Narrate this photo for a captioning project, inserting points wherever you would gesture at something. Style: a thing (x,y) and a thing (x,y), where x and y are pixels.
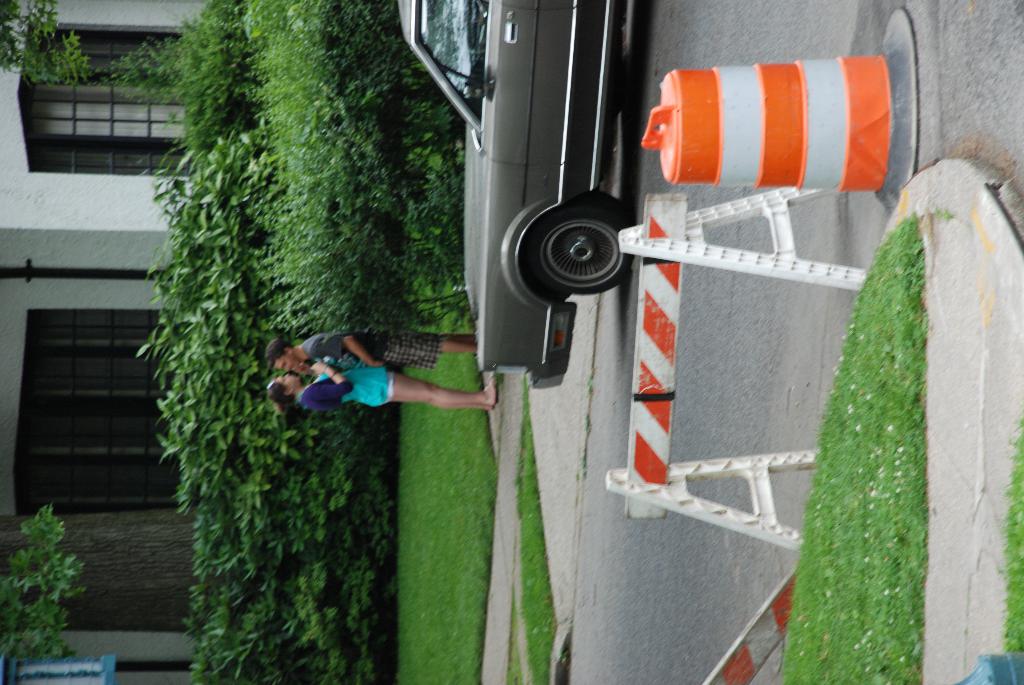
Bottom left side of the image (263,471) there are some plants (383,466) and grass (443,466). Behind the plants (294,285) there is a building (103,334). Bottom right side of the image (798,615) there is grass (881,317) and there is a fencing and road divider cone (673,97). Top right side of the image (696,39) there is a vehicle (525,8) on the road (696,39). Behind the vehicle (502,26) there are some plants (301,207) and two persons (278,349) are standing.
